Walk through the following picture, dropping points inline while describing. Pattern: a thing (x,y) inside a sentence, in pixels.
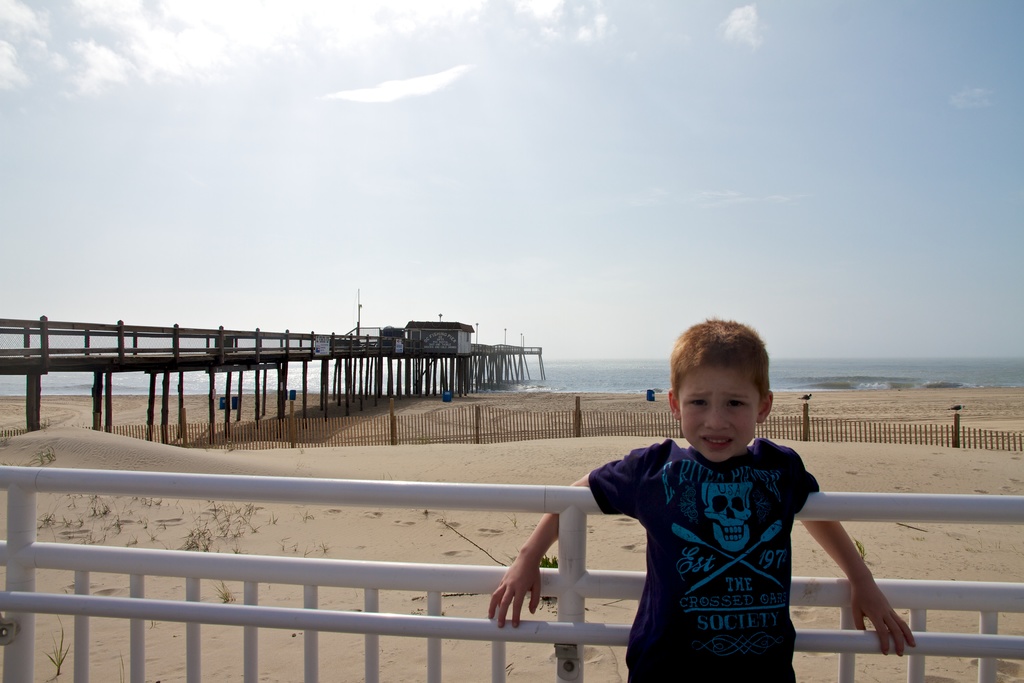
In this picture there is a boy (714,412) standing and there is a railing (22,636). At the back (811,380) there is a bridge (29,392) and there is a railing (391,427) and there is water (15,385). At the top (328,178) there is sky (312,188) and there are clouds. At the bottom (101,658) there is sand (206,642) and there are plants (48,459).
